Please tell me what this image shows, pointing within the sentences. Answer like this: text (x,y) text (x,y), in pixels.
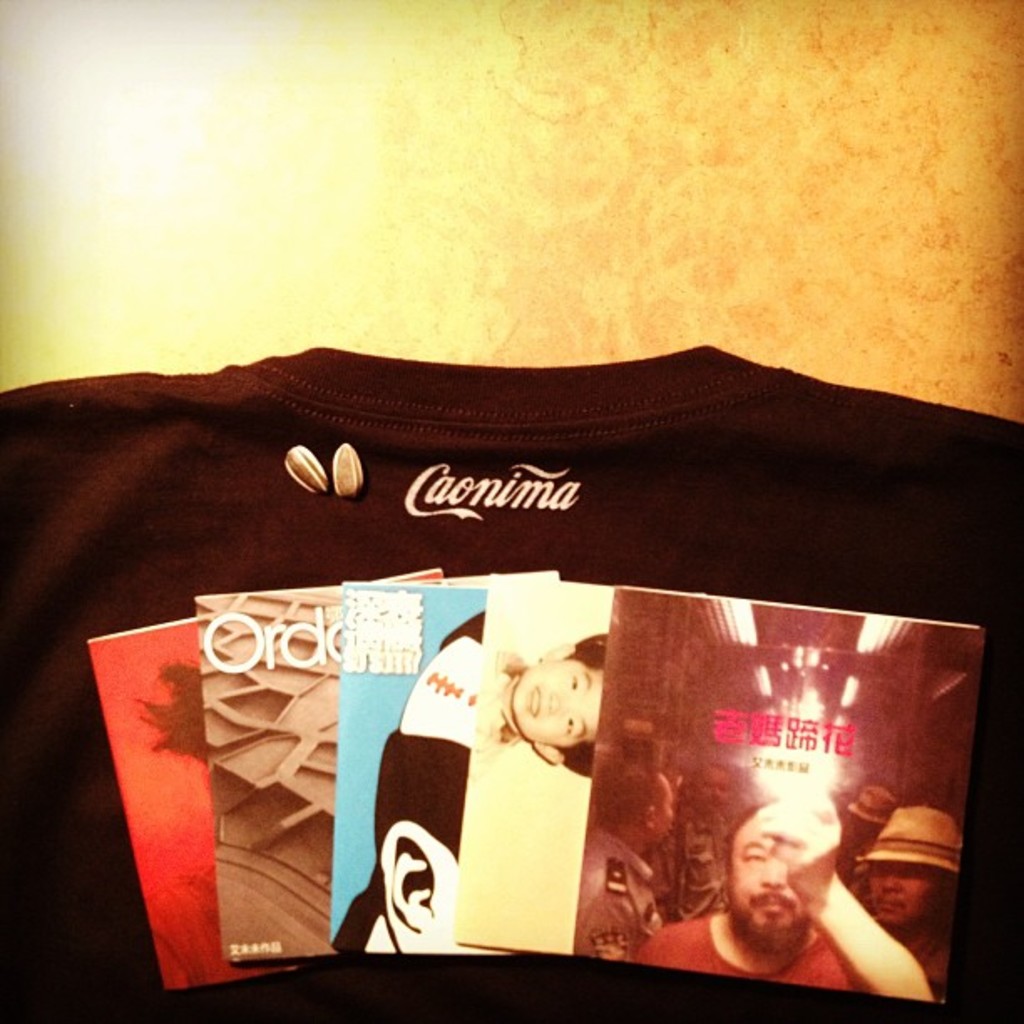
In this image we can see a t-shirt (356,374) and some cards (605,795) with some pictures (594,785) on them which are placed on the surface (669,174).
